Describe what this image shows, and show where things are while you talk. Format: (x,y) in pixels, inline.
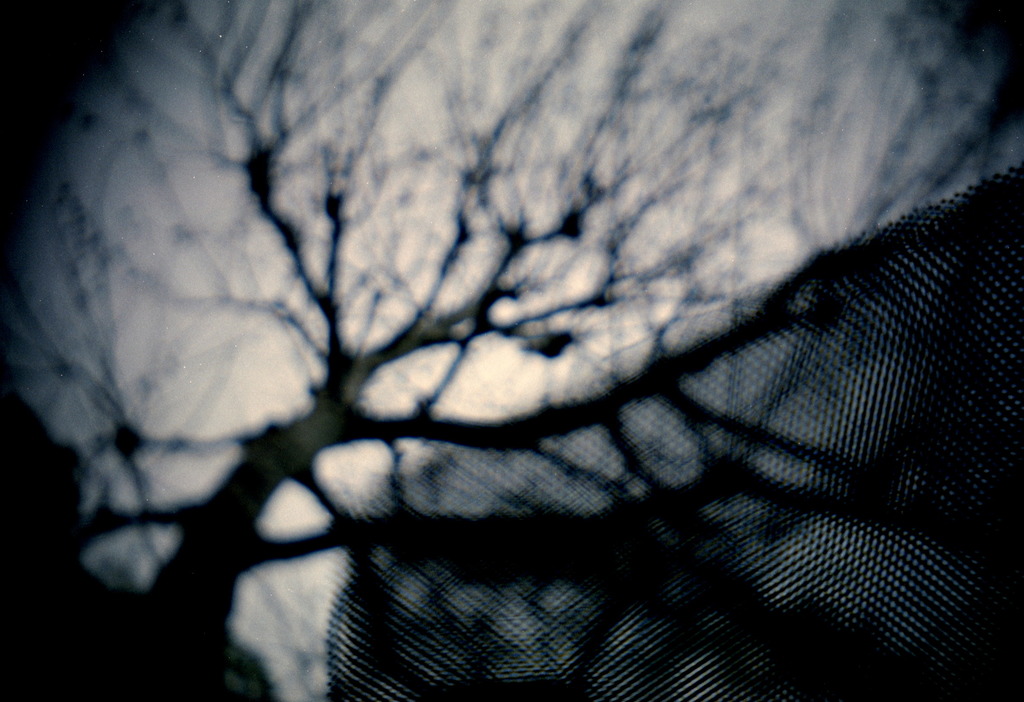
In this picture I can observe a tree (412,330). In the background (251,375) I can observe sky (430,357). The picture is partially blurred.
